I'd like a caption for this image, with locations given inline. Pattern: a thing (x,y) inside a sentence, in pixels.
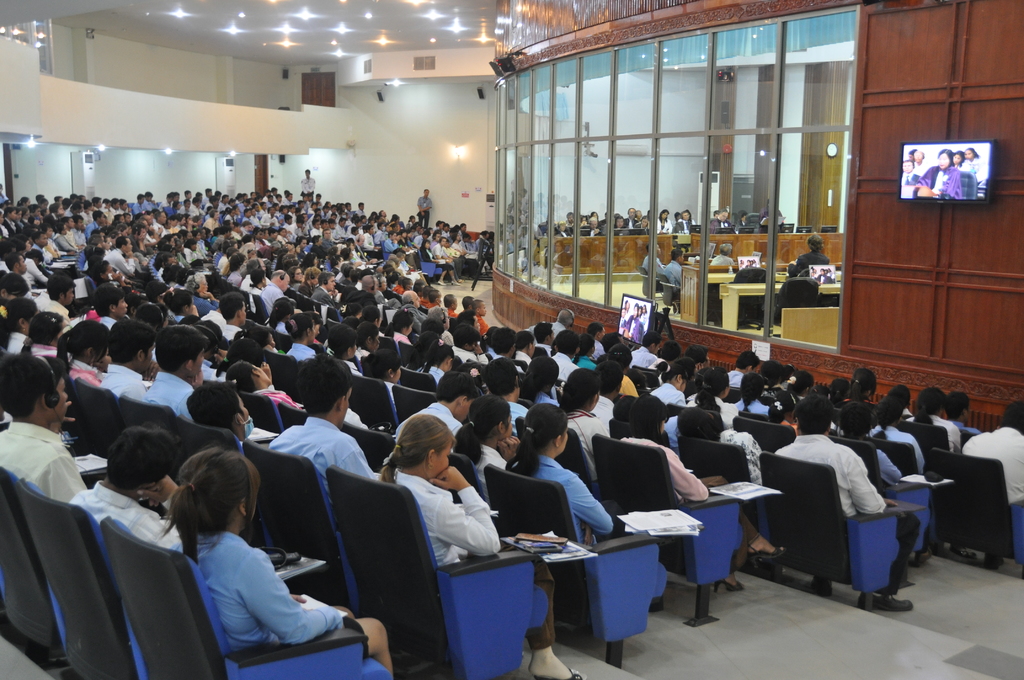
In this image there are people (445,415) sitting on the chairs (811,504). In front of them there are papers (685,525). In the center of the image (648,328) there is a TV (642,310). On the right side of the image (959,71) there is a TV (972,189) attached to the wooden wall (943,78). There are glass doors (688,203) through which we can see people (665,272) sitting on the chairs (785,283). In front of them there are tables (756,292). On top of it there are laptops (823,270), bags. On top of the image (337,28) there are lights (347,1). In the background of the image (343,61) there is a wall (414,148). There are doors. At the bottom of the image (794,617) there is a floor (462,284).
